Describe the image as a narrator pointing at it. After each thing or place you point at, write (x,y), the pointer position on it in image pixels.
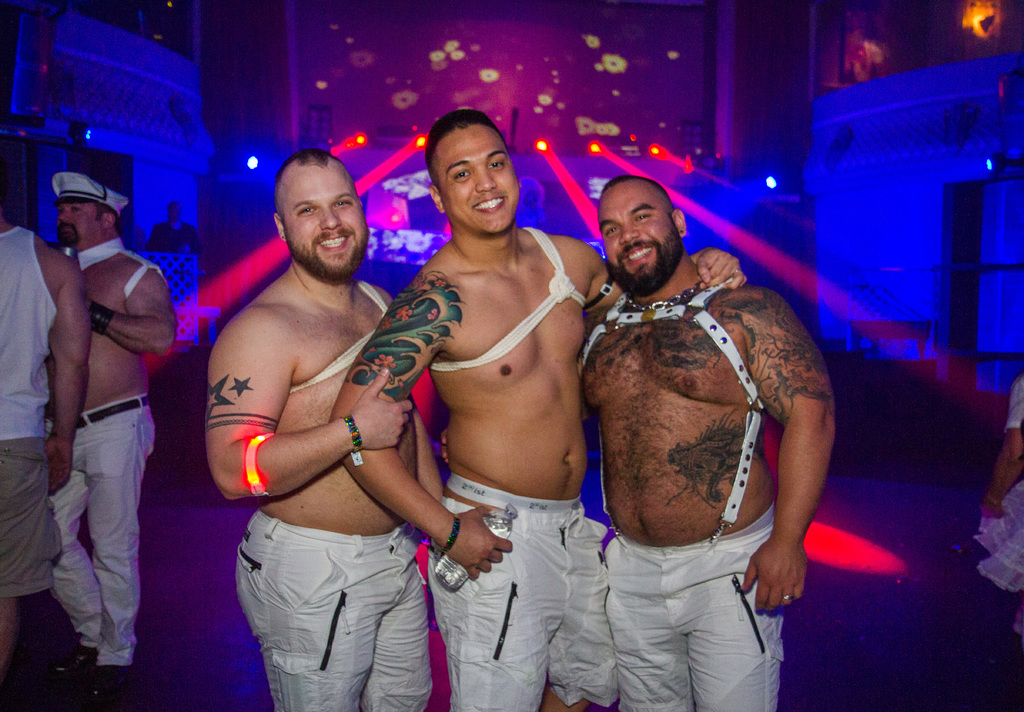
In this image I can see there are three persons (338,477) standing on the ground (66,695) and they are smiling, on the left side (92,228) I can see two persons (95,675) and at the top (340,102) I can see colorful wall (738,155) and I can see lights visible on the wall (836,201).
